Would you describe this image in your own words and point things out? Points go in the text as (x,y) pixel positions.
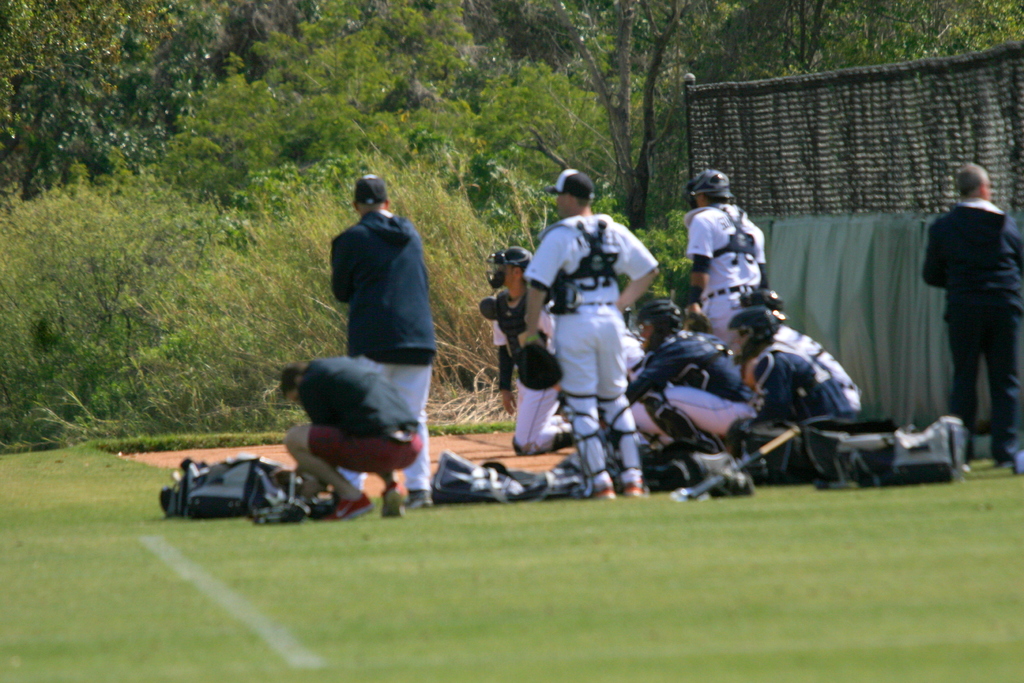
In this image we can see these people (971,311) are standing on the ground (89,598), here we can see bags (442,452), net (812,162) and trees (11,332) in the background (774,188).
